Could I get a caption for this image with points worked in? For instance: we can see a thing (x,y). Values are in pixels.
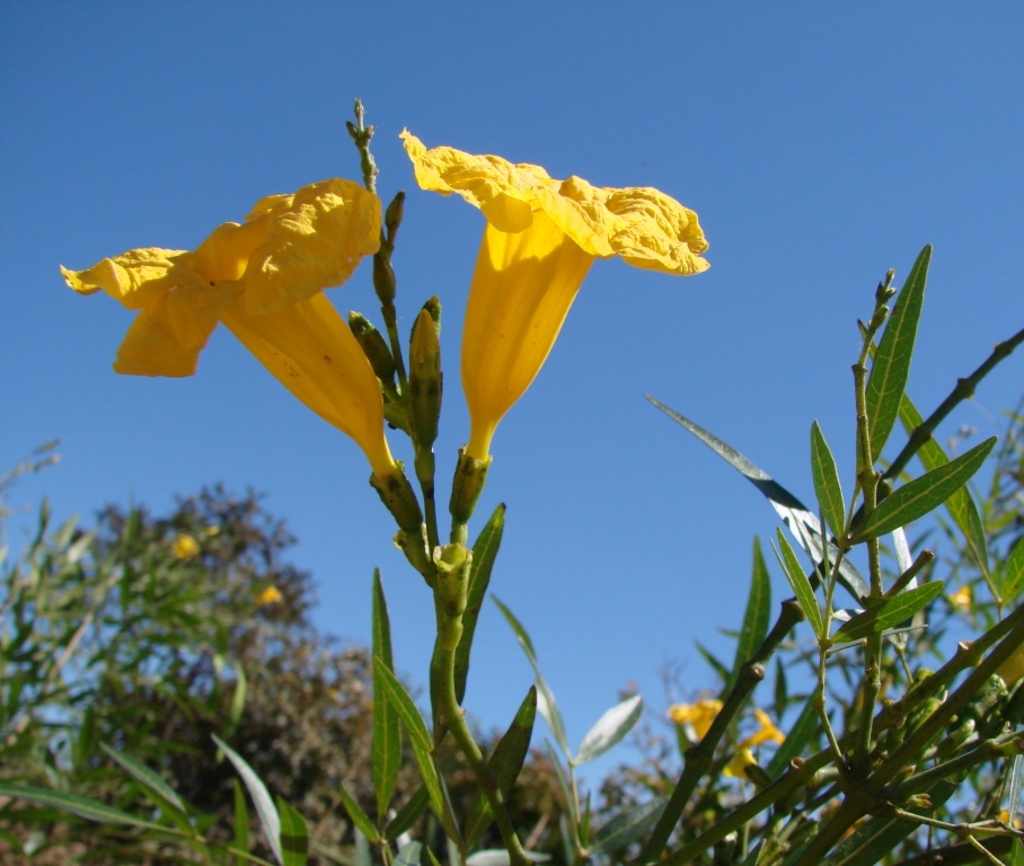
Here we can see flowers (470,462), buds (430,334), and plants (585,798). In the background (607,525) there is sky (155,124).
